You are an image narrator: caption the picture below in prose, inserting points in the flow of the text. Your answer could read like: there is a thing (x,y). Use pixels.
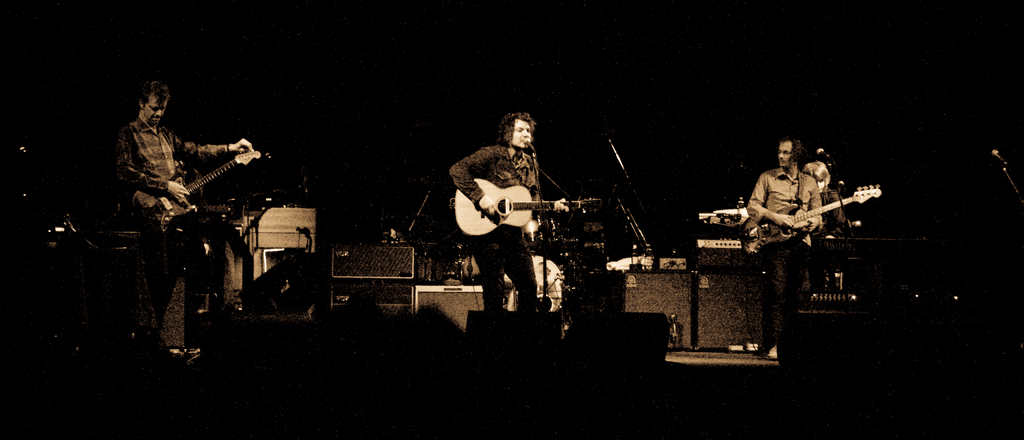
Here we can see three men (797,269) playing guitar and the person (530,116) in the middle (463,165) is playing a song with a microphone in front of him and behind him we can see other musical instruments (589,241) present.
